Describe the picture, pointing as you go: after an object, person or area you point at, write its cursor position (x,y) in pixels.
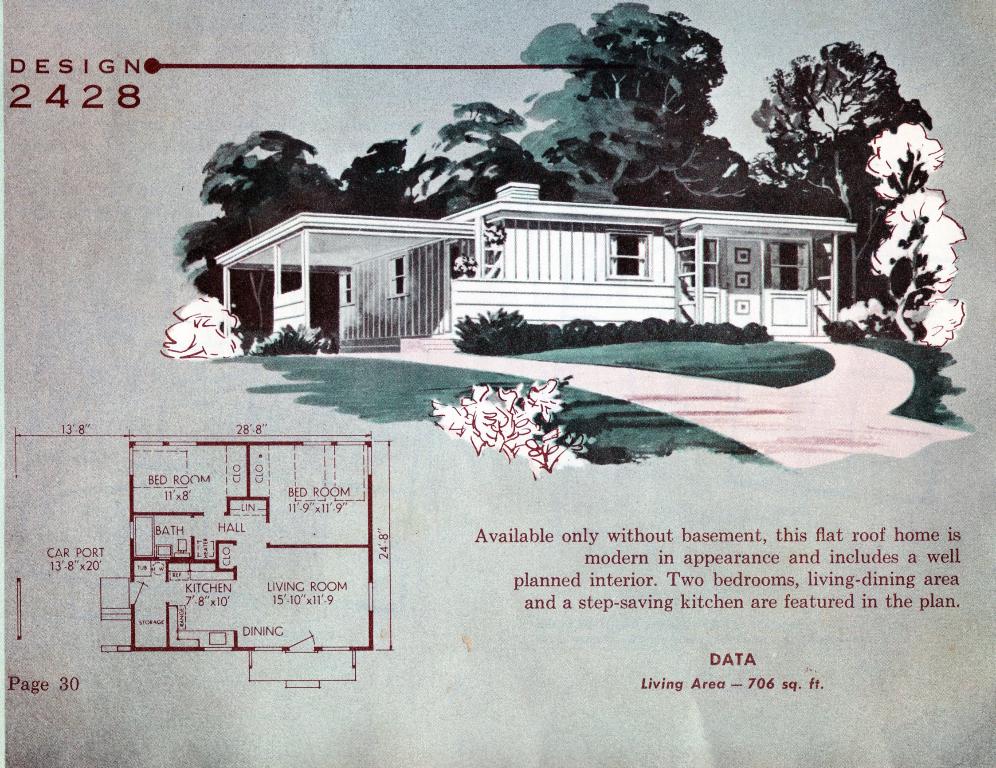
In this picture there is an object (958,207) which seems to be the poster (12,544) on which we can see the text (810,688) and numbers (62,96) and the depiction of the building (379,271) and the depictions of the sky (397,123), trees (684,192), plants (557,442), grass (720,367) and some other items (337,476).
